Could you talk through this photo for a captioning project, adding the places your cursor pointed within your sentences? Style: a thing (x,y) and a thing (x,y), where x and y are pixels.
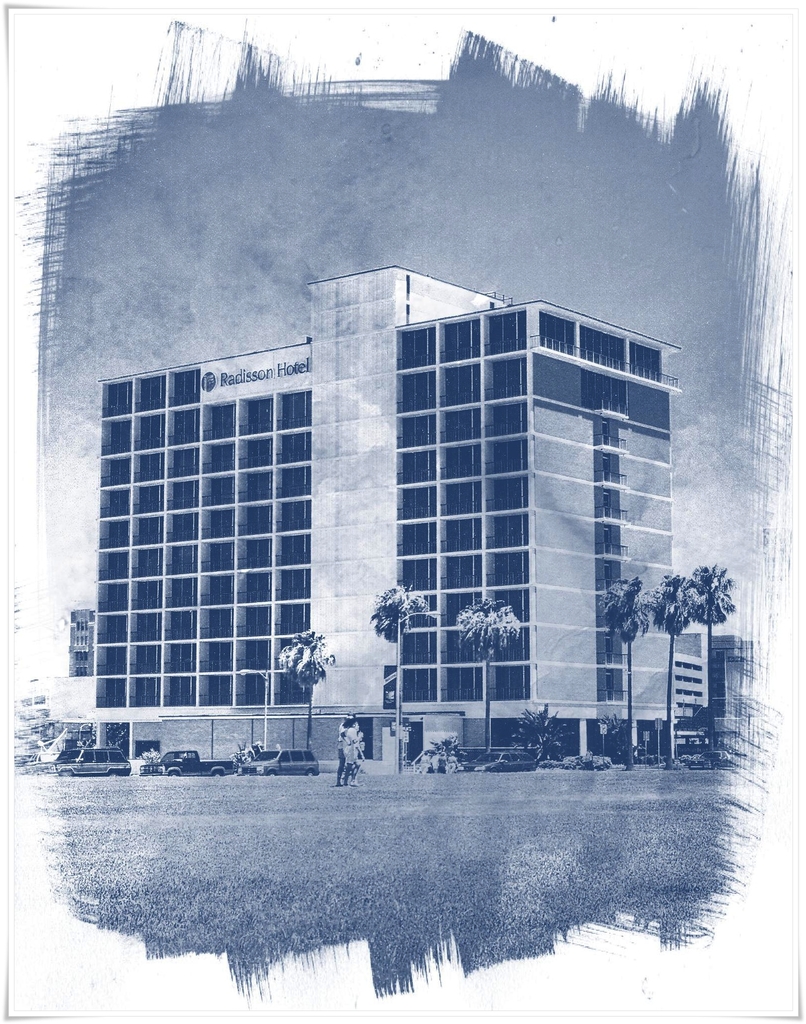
This is a sketch and here we can see a building (432,421) and there is some text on it and there are trees (627,738), vehicles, boards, poles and some people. At the bottom (331,863), there is ground (274,853).
